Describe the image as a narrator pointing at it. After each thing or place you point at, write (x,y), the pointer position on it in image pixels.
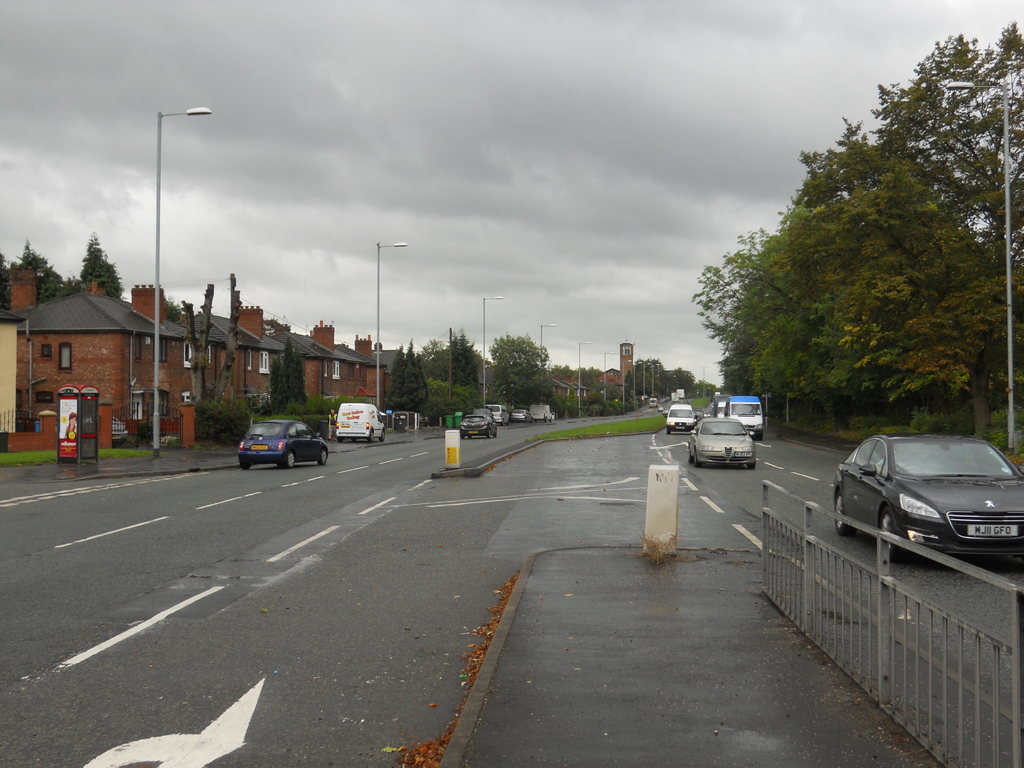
In this image I can see many vehicles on the road (515,556). To the right (838,631) I can see the railing (837,601). On both sides of the road (397,528) I can see the poles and many trees (798,415). To the left (330,358) I can see the houses (33,398). In the background (545,196) I can see the clouds (487,206) and the sky (495,131).
